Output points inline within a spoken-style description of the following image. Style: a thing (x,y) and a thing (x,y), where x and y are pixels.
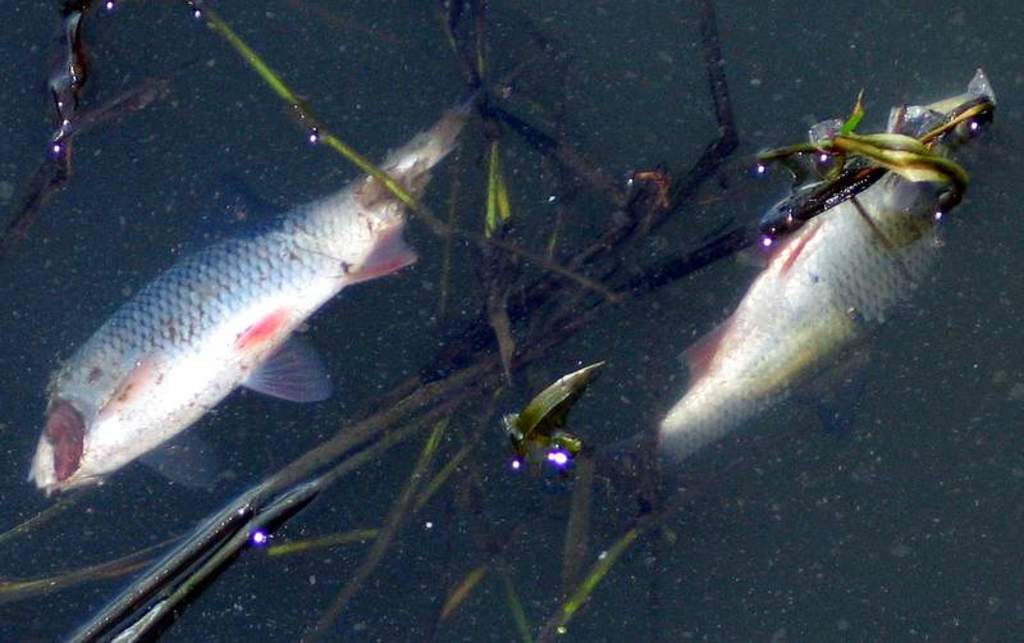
In this image I can see the water (530,365). I can see a plant (298,469) and two fishes (225,378) on the surface (969,282) of the water (961,292).
